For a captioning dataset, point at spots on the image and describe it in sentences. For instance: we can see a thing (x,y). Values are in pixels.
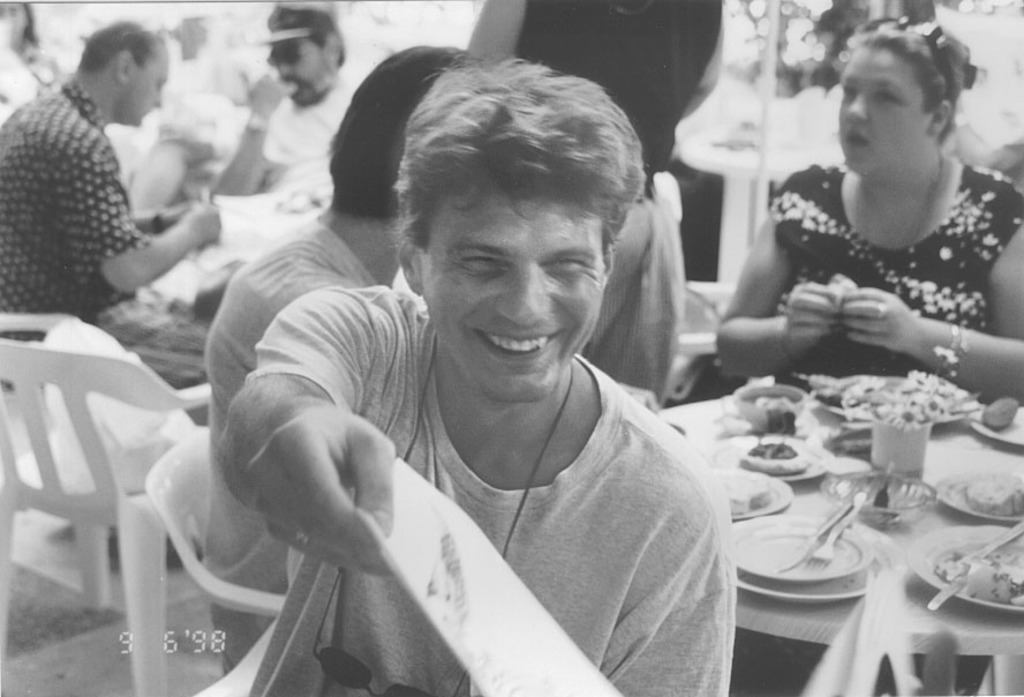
As we can see in the image there are few people (357,166) sitting on chairs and there is a table (817,492) over here. On table (910,537) there are plates (917,555), bowls (900,498), forks (851,511) and spoons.
